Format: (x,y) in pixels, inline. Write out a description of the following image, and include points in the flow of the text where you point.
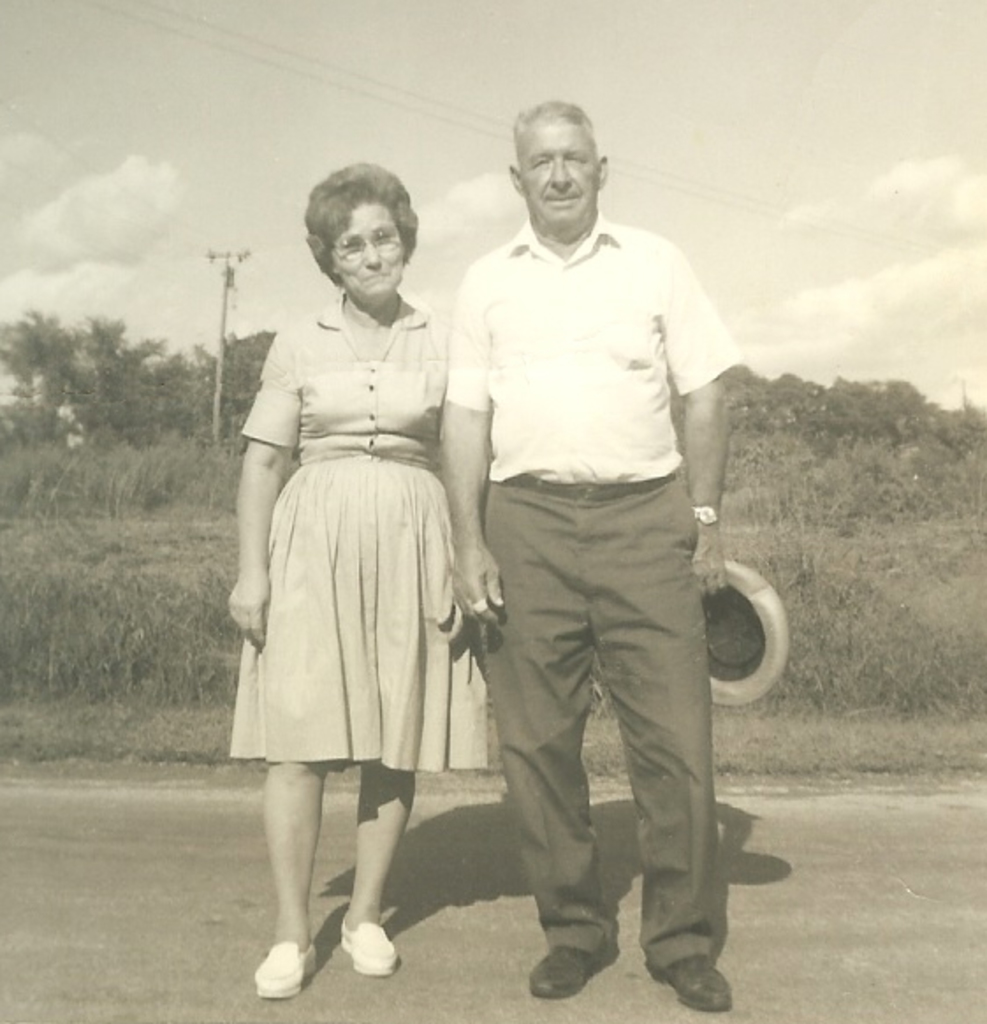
This picture is a black and white image. In this image we can see two persons (575,301) with smiling faces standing on the road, one man (704,663) holding an object (720,674), one pole (225,301) with objects (228,275), two wires (415,105), some trees (60,411), bushes (937,461), plants (756,456) and grass (104,564) on the ground (862,626). At the top (646,97) there is the cloudy sky (133,216).
